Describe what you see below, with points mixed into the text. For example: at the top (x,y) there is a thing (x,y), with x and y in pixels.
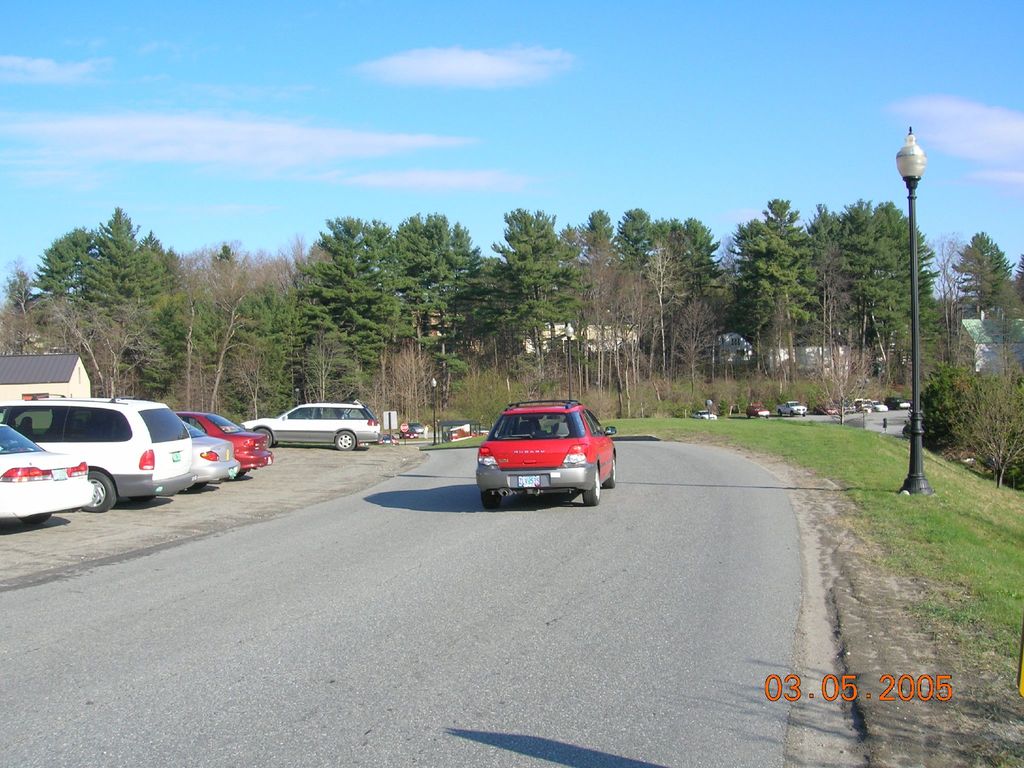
In this image we can see cars (42,452). In the background of the image (338,286) there are trees (306,271), sky (626,171). In the center of the image (624,510) there is road (619,642). To the right side of the image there is a light pole (904,149). At the bottom of the image (921,696) there is some text (937,696).
